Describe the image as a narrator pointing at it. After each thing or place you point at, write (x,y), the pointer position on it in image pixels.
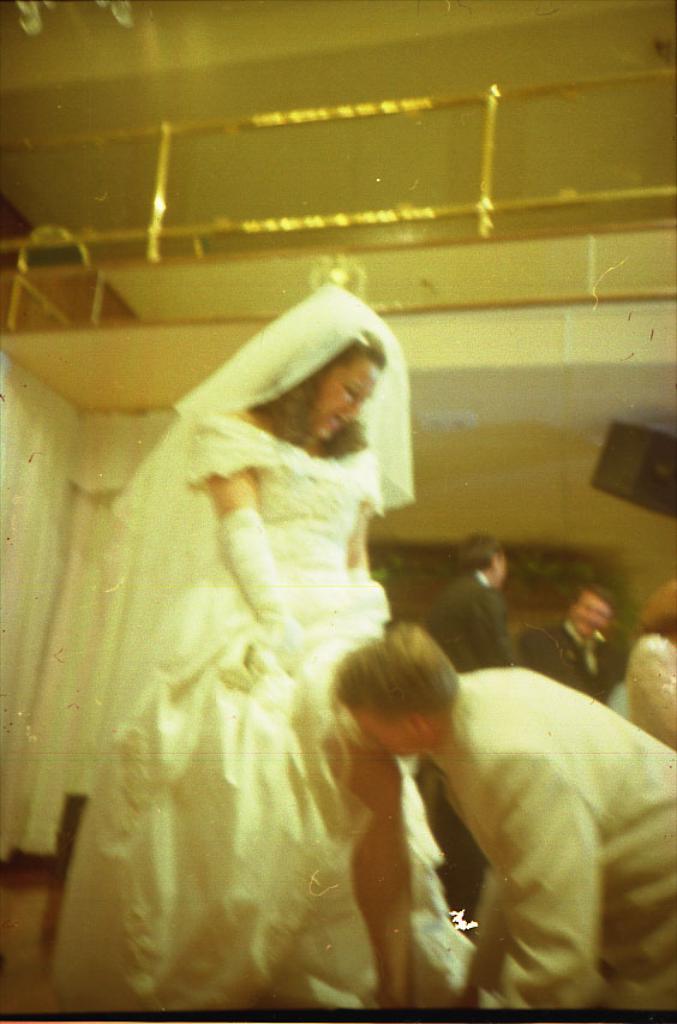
In this image I can see the group of people (336,650) with white and black color dresses (291,648). In the background (112,511) I can see curtains (36,461) and the railing (239,146).
